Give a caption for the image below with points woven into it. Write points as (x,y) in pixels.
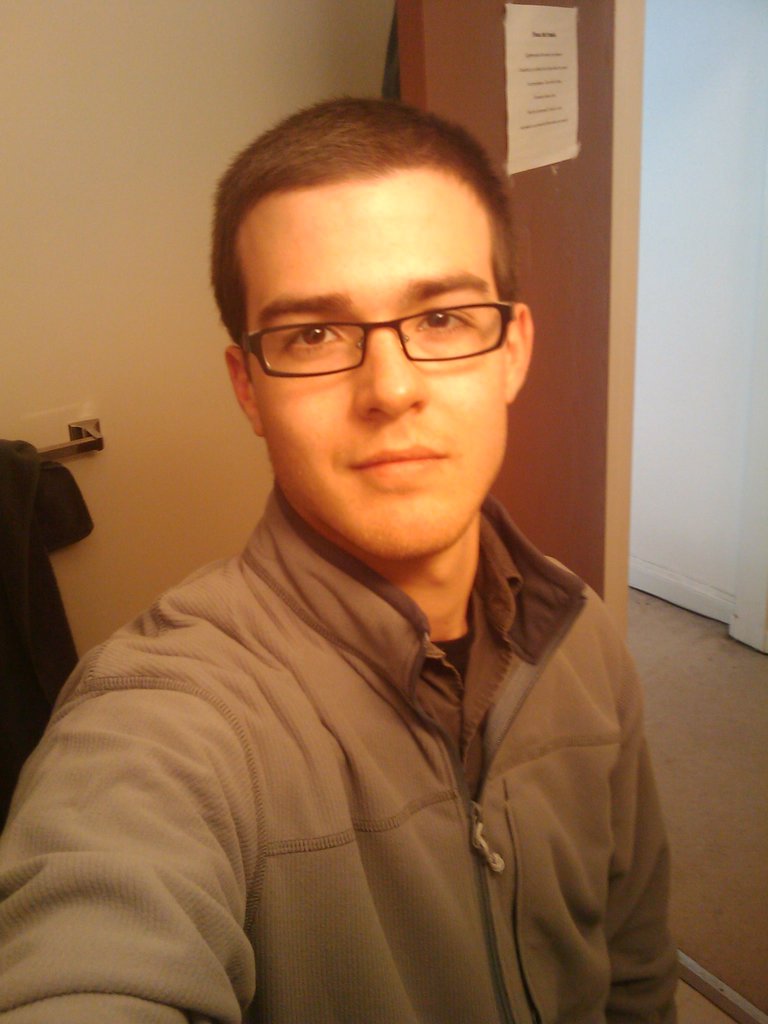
This is the man (457,718) standing and smiling. He wore a jerkin (329,928) and spectacle (286,367). This looks like a paper (517,128), which is attached to the wall (407,91). On the left side of the image (44,523), I can see a cloth (44,625) hanging on a hanger (95,424). This looks like a wall (708,382).
